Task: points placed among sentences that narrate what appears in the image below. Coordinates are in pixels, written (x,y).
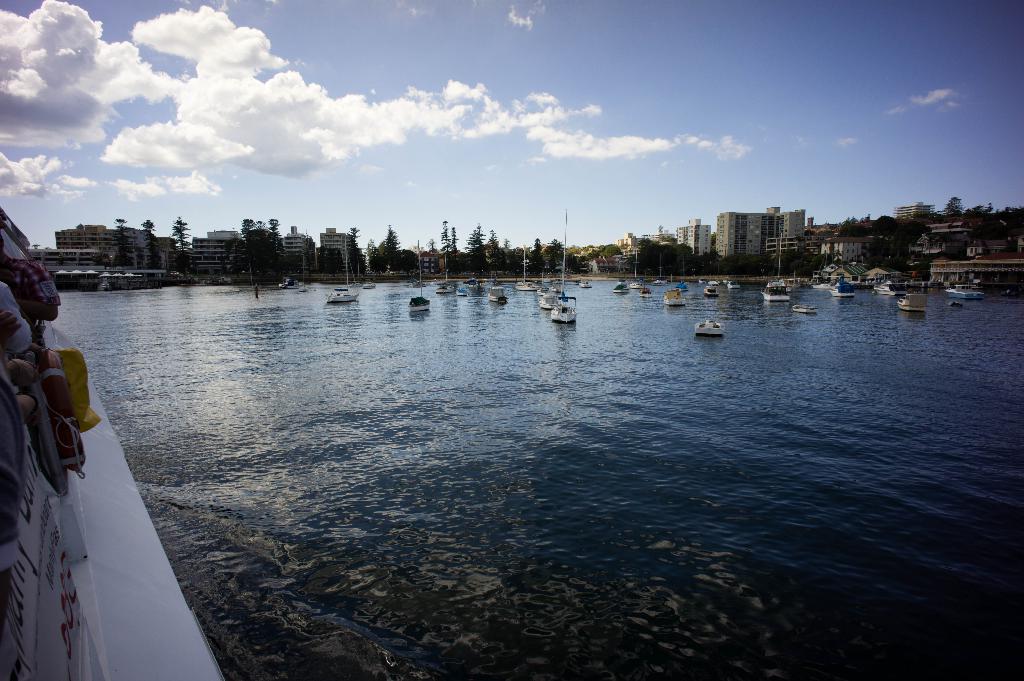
Here I can see the water (740,489). This is looking like a sea (467,483). On the left side (70,509), I can see a white color boat (89,550) on which few people (15,343) are sitting. In the background (907,300) there are many boats (557,298) on the water (462,317) and also I can see the buildings (197,253) and trees (391,248). On the top of the image (693,77) I can see the sky (453,63) and clouds (276,106).
